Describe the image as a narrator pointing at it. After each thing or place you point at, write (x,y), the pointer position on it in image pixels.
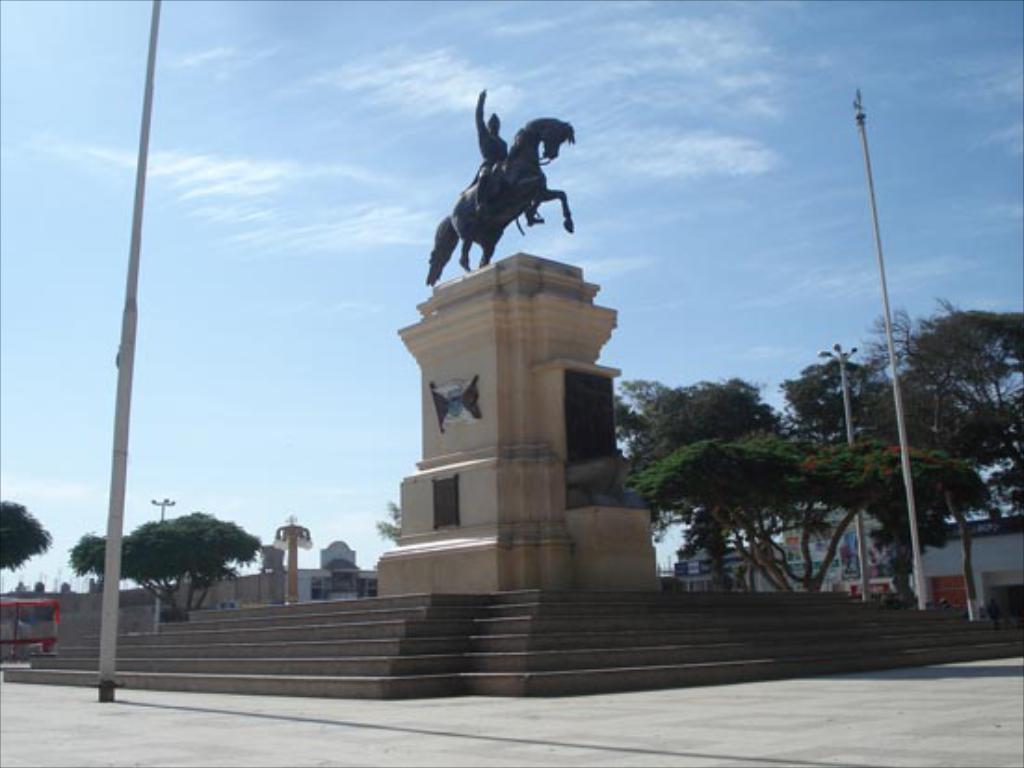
There is a statue (496,135) on a headstone (494,480) in the center of the image (502,430) and stairs (411,626) at the bottom side (457,644). There are trees (800,494), poles (863,541), posters (852,558), other objects (269,557) and sky (228,361) in the background area (203,340) and there is a pole (118,582) on the left side (127,355).
